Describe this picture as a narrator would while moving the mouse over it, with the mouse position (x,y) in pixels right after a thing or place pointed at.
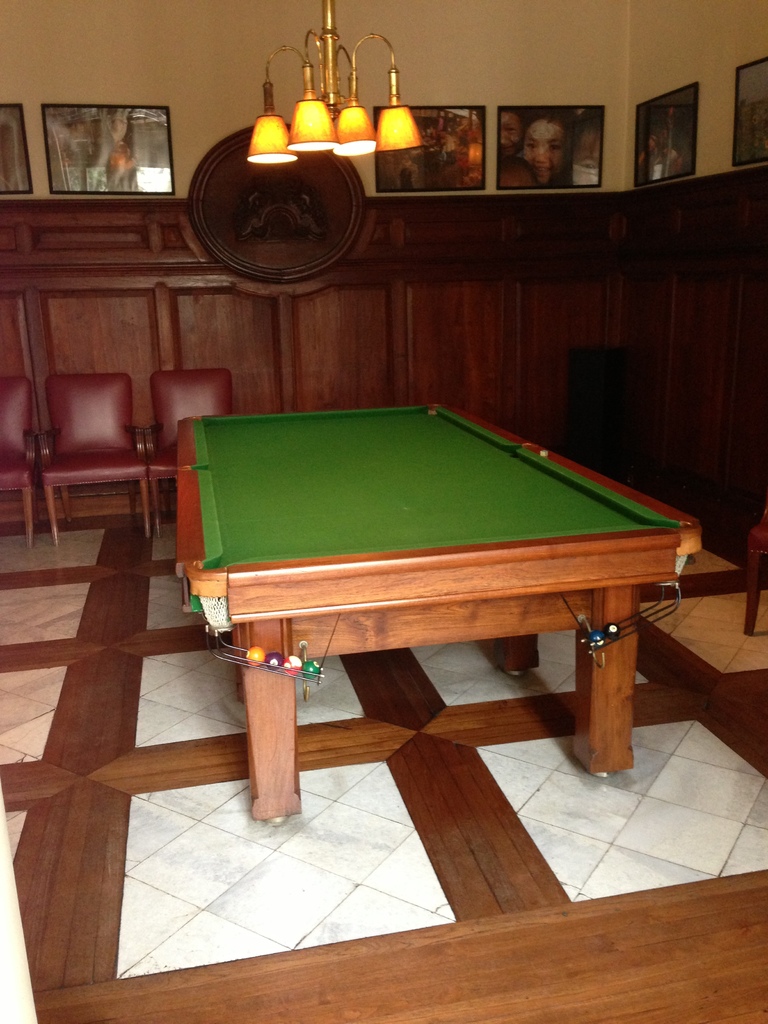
As we can see in the image, there is a yellow color wall (113,58). On wall (176,153) there are few frames (686,176). On the top (357,133) there is a light (326,138) and on floor (211,867) there are chairs (102,420) and billiards board (322,524).
